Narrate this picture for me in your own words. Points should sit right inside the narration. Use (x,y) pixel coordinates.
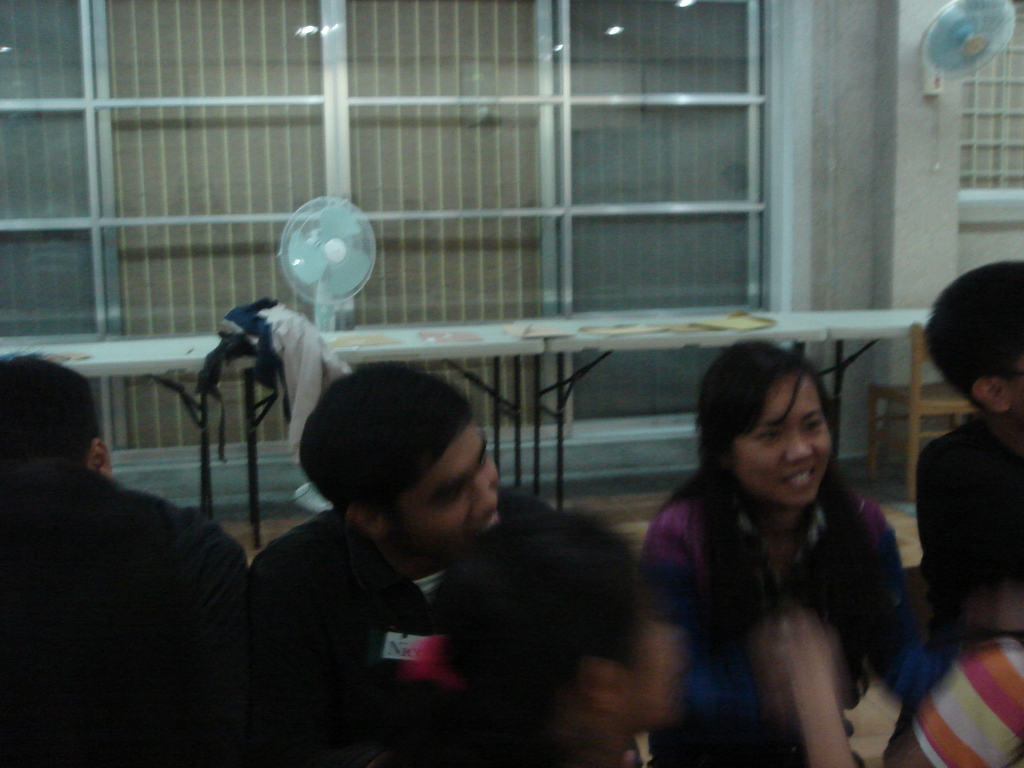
In this image I see few people (70,396) in which this woman (765,571) is smiling. In the background (467,331) I see the tables (467,331) on which there are few things (627,331) and I see clothes (256,353) over here and I see a fan (325,276) over here and I see the windows (629,149) and on this wall (927,139) I see another fan (952,72) and I see the lights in the reflection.
